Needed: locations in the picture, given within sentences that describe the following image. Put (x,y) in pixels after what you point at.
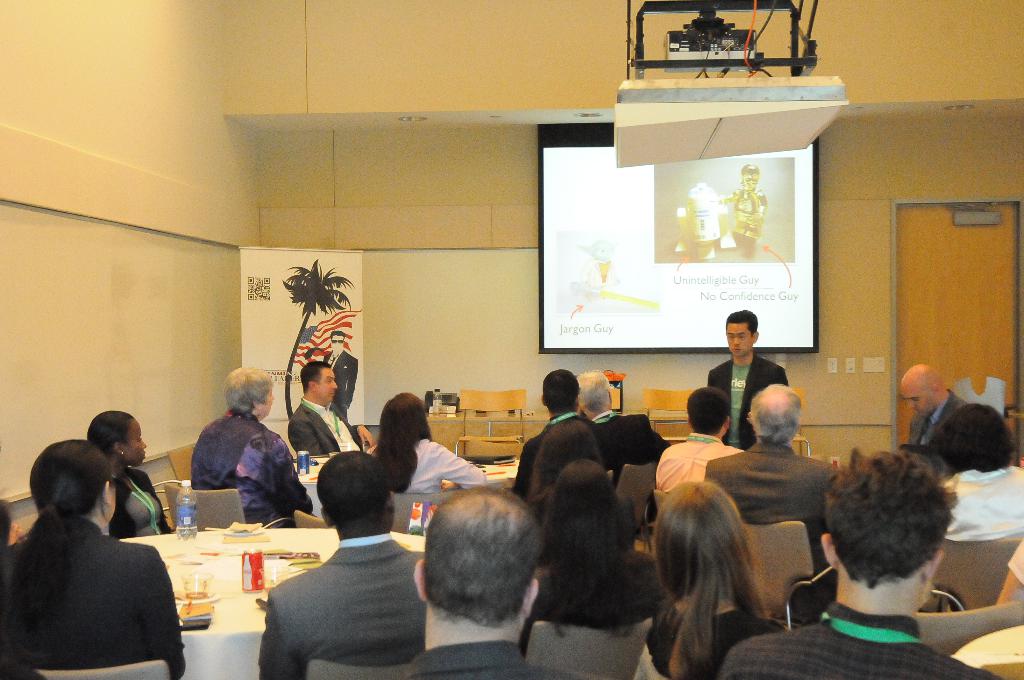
This is the picture of a room (186,80). In this image there are group of people (478,566) sitting on the chairs (778,553) and there are bottles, coke tins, glasses (186,596) on the table (242,665) and the table (200,643) is covered with white color cloth (195,635). At the back (694,340) there is a person (752,396) standing and there are chairs (666,436) and there is a screen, hoarding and there is a door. There are switch boards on the wall (855,340). At the top (798,87) there is a projector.
